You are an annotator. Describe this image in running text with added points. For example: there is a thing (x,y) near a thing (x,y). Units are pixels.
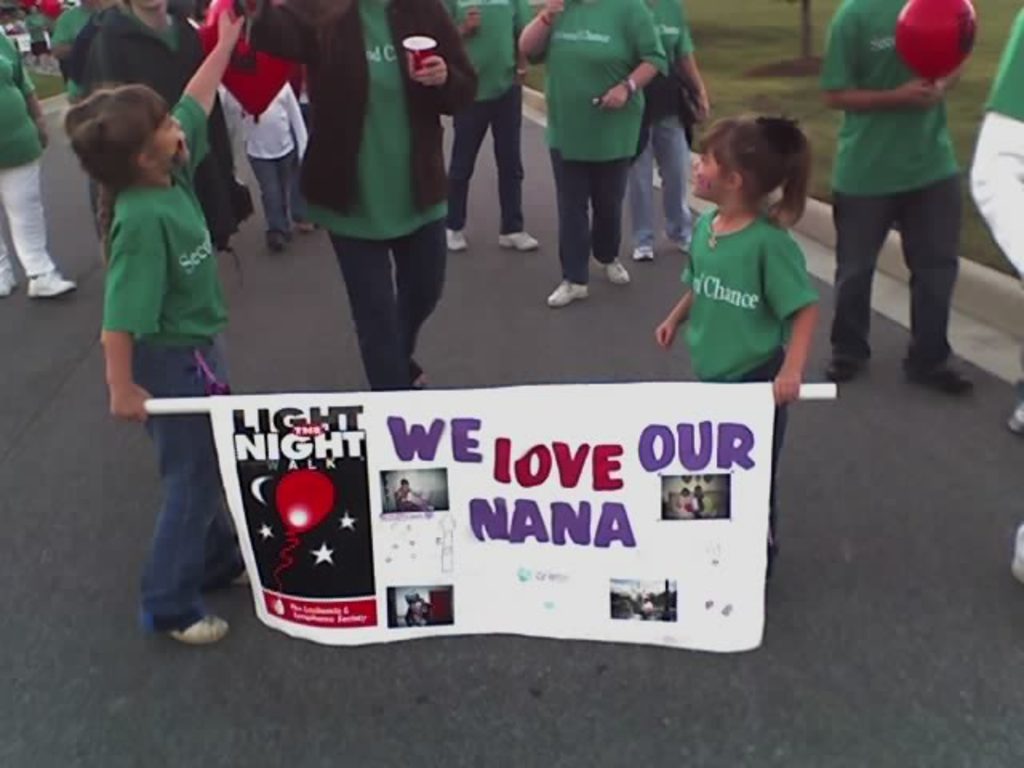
In this picture I can see people (516,217) are standing on the road (489,141) among them these girls (779,332) are holding a banner (452,424) in their hands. Some people (426,250) are wearing green color t-shirts (731,341).
